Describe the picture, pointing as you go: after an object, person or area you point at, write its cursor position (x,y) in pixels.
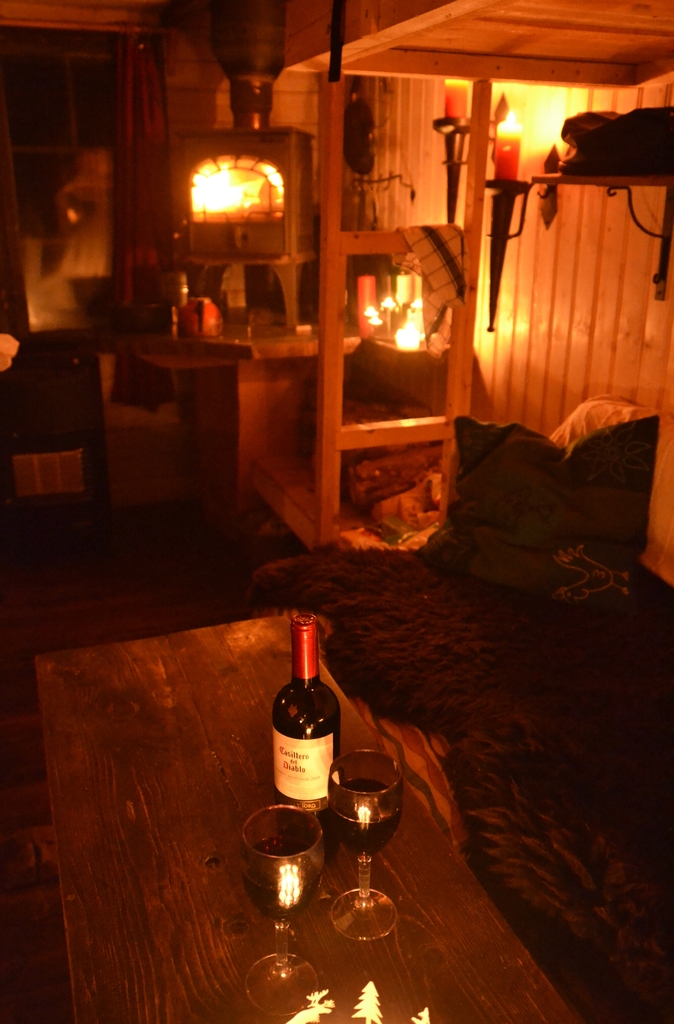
This is completely an indoor picture. Here we can see a stand (604,178) and there is a bag (604,153) on it. These are the candles (413,325). This is a bed (563,815). Here we can see a pillow (517,555). This is a table (396,989), On the table (490,1000) we can see two glasses (368,896) and this is a bottle (298,711).
